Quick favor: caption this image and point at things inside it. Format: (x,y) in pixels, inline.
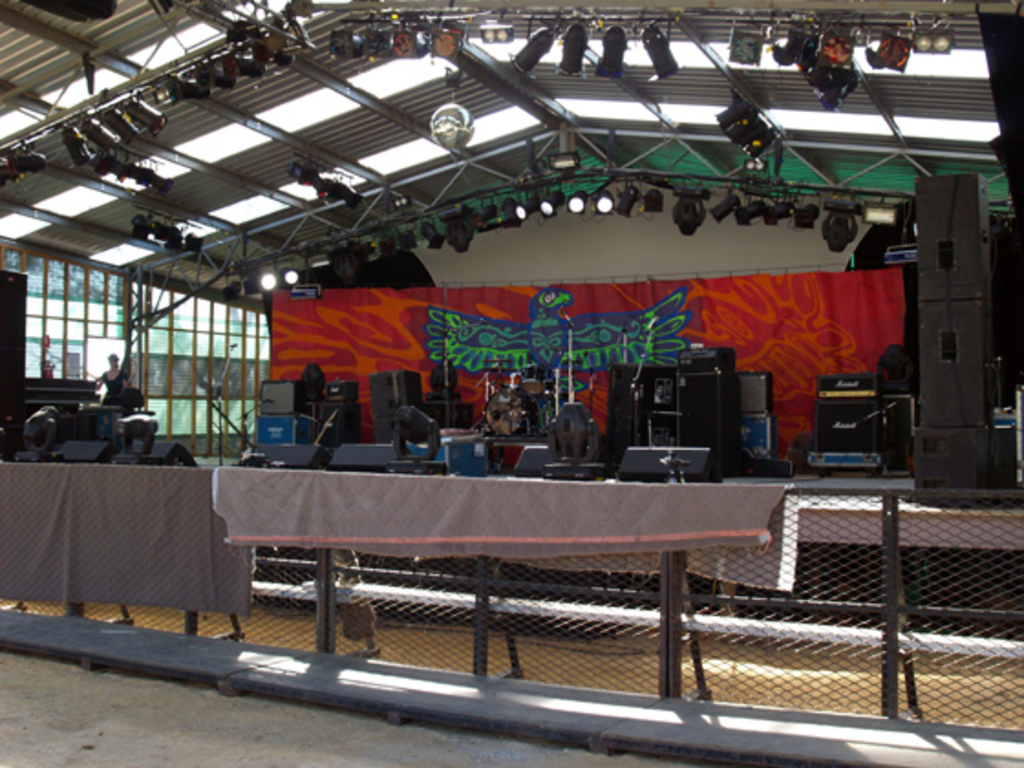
In this image, I can see the clothes (172,538) on a fence (656,620). There are objects (330,438) on the stage (391,450). In the background (367,354), I can see a banner (368,354) hanging. On the left side of the image (120,385), there is a person (118,401) standing. At the top of the image (249,59), I can see the focus lights (833,38) attached to the ceiling (269,104).
